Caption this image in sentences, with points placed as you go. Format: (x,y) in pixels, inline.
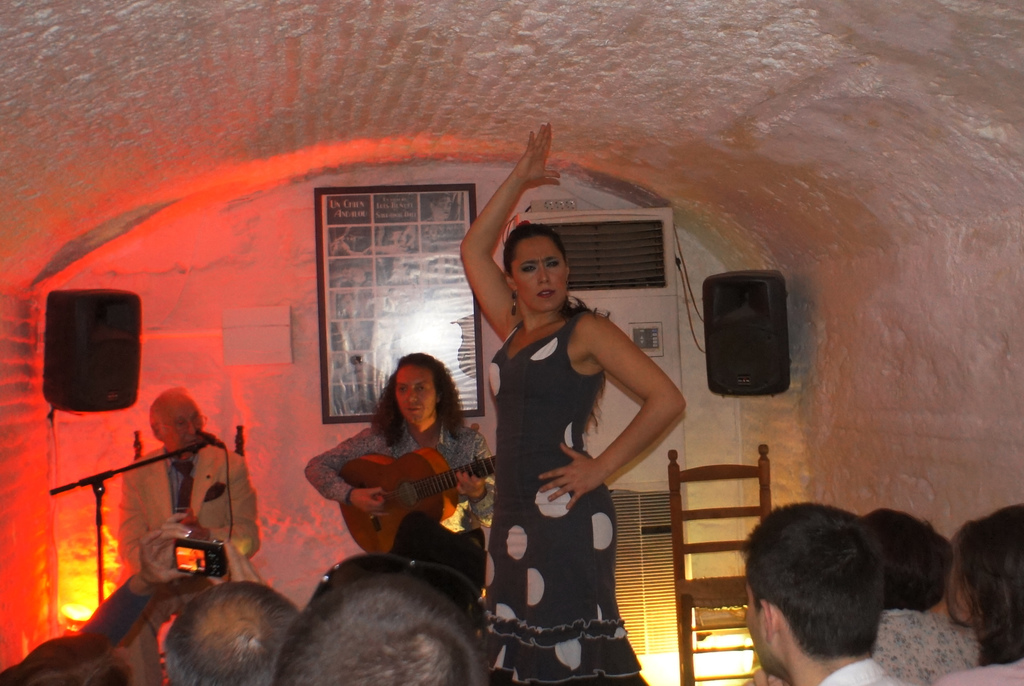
There is 1 playing guitar (387,510) and a woman (566,515) is dancing. People (367,587) are looking at them.
